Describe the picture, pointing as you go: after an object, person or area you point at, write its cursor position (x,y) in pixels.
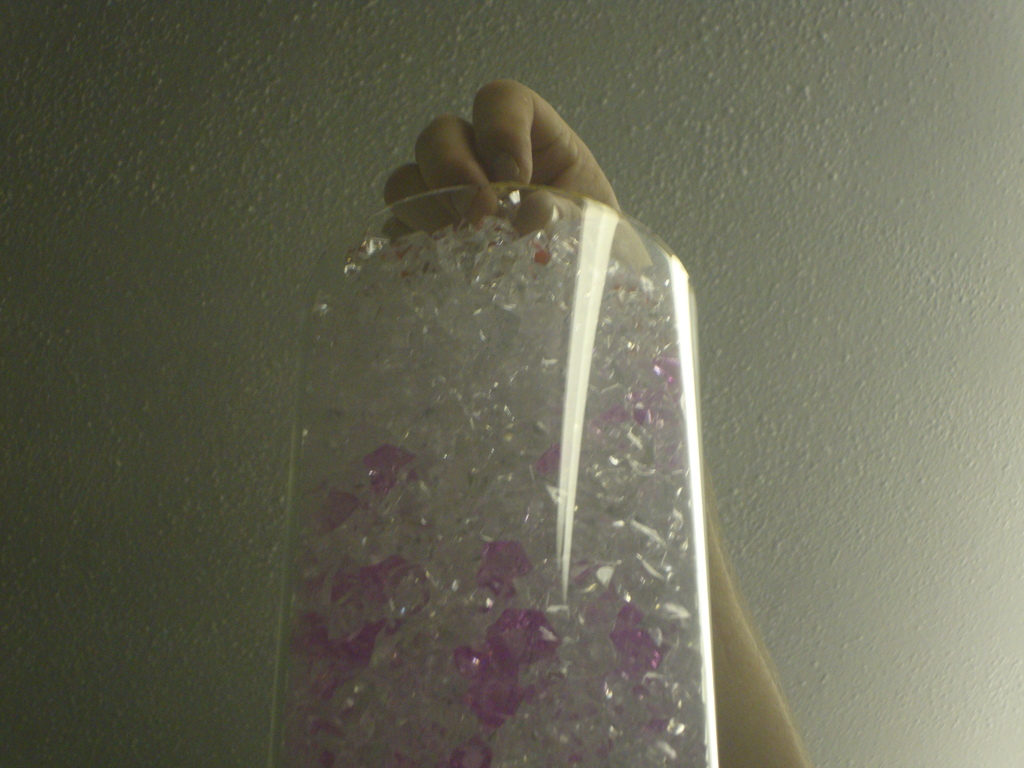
In this picture we can see only a person hand (549,202) and the person (505,171) is holding a transparent material (438,434) and in the transparent material (484,260) there are some objects (475,251). Behind the hand (513,174), there is a wall (180,501).
